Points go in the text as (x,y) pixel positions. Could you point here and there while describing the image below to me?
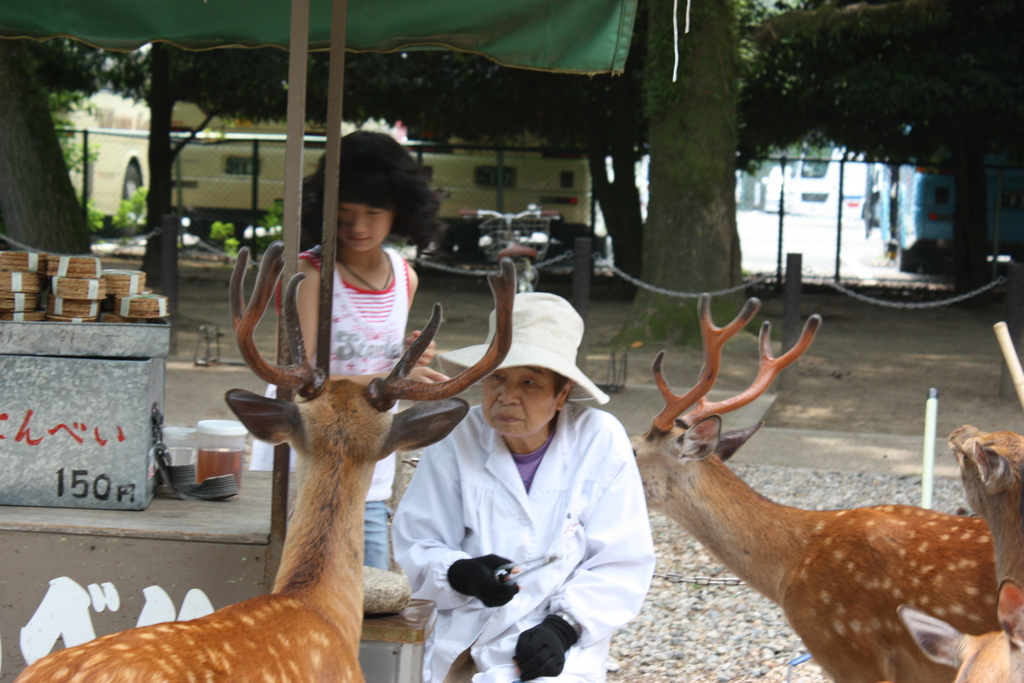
In this image I can see two persons (575,560), the person (598,558) in front (584,547) wearing white color dress (577,527) and white color cap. I can see few animals (969,582) they are in brown color, background I can see the other person (352,353) standing wearing white and red color shirt (352,366), a trunk box (55,426) and few objects (124,300) on it. I can also see few plants (120,216) and trees (160,173) in green color and few buses (280,171) in cream color.
